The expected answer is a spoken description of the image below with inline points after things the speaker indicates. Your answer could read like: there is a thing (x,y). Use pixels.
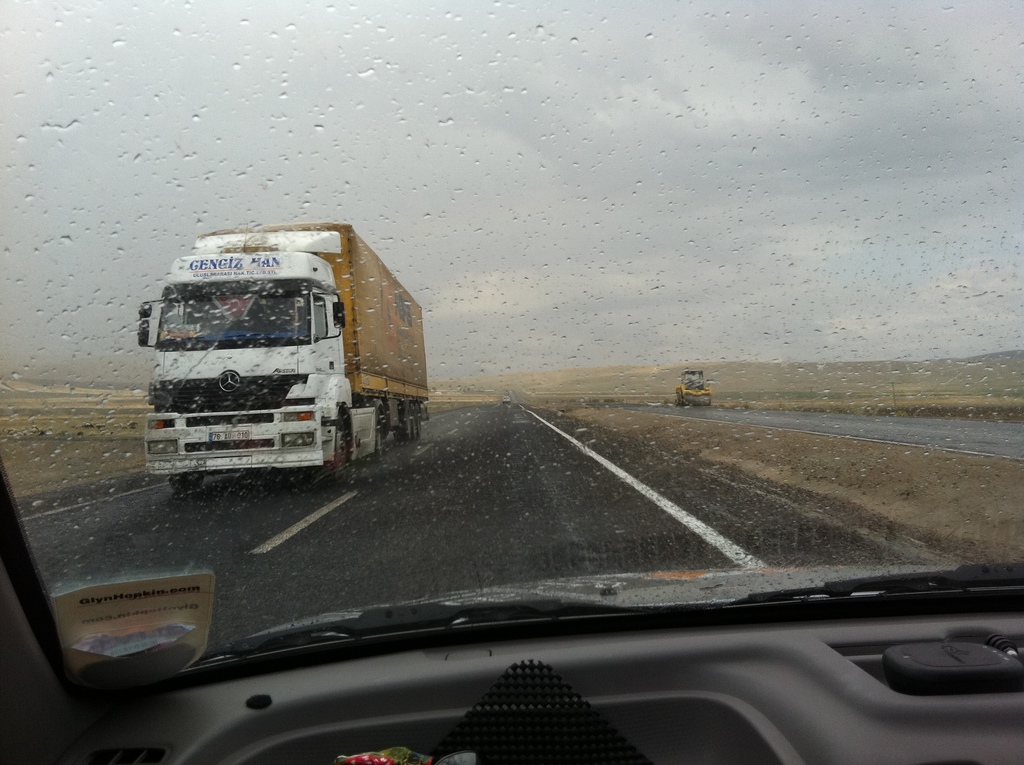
There are vehicles (275,363) on the road (681,472). In the background (664,245) we can see sky (646,245).
